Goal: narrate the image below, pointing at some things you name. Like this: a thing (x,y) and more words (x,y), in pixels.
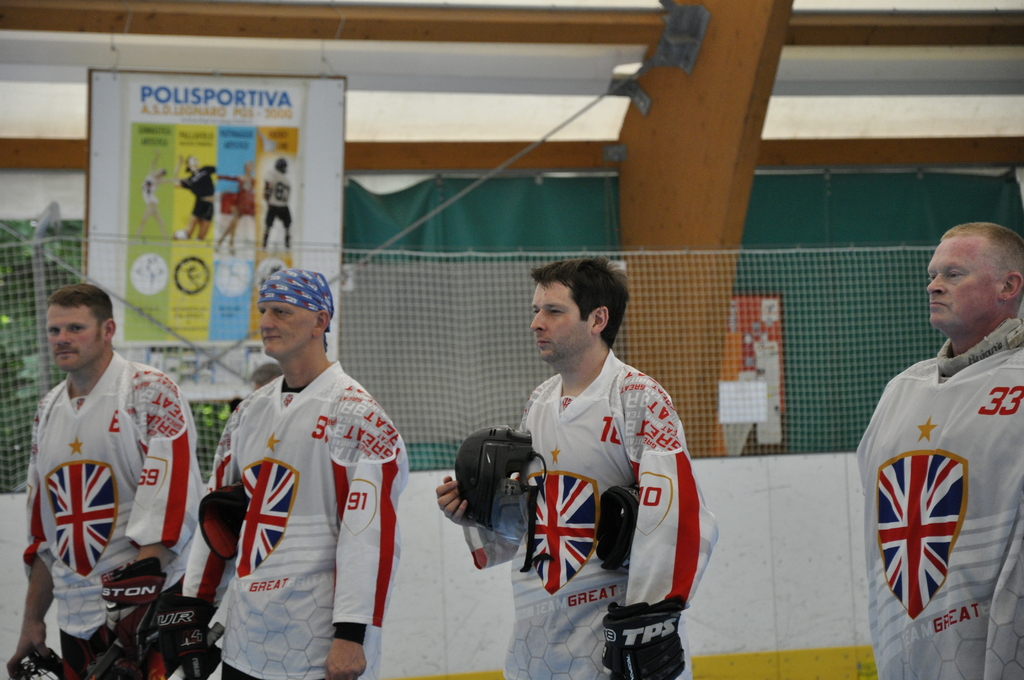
In this picture, we can see a few people (283,525), and we can see the net (115,312), posters (266,225) wooden object (633,153) and green curtain (905,229) in the background (419,246).
